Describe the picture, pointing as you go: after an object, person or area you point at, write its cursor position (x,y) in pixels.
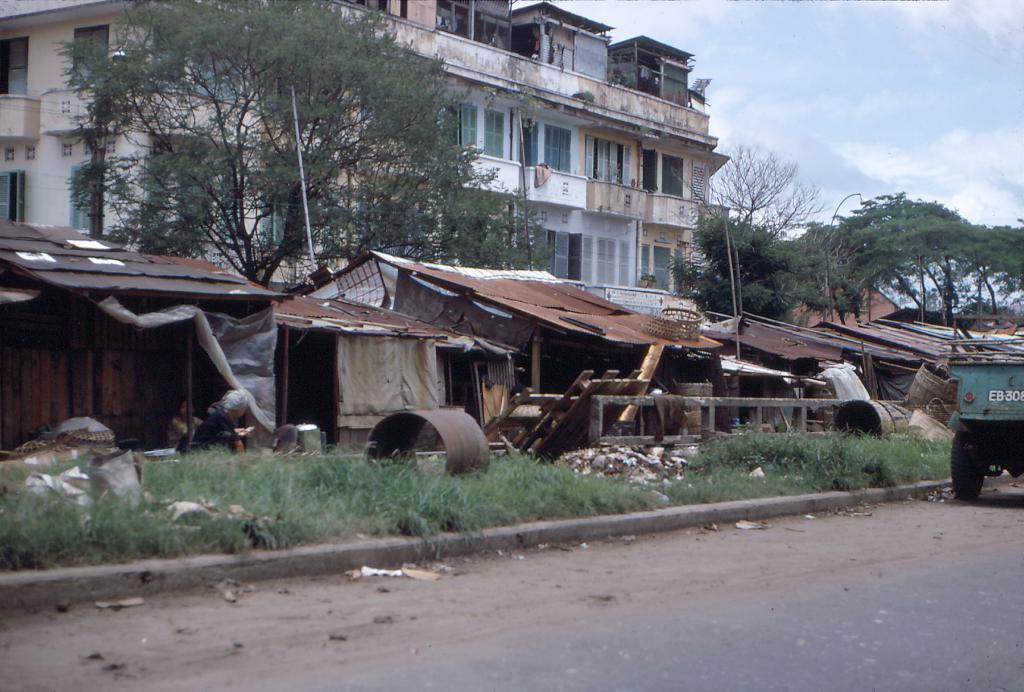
In the background (843,97) there is a sky (920,137). On the left side of the picture (205,179) we can see a building (512,185), trees (212,189), huts (10,304), grass (245,468) and other objects (894,421). This is a road (788,593).
